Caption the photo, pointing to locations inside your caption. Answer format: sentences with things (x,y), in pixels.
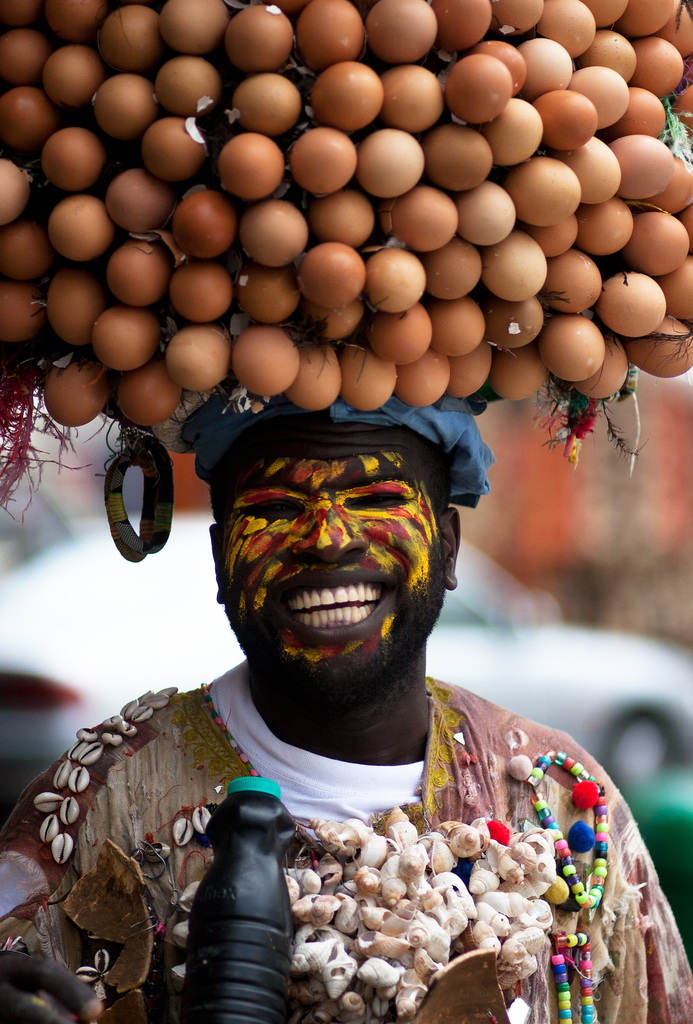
In the middle of the image (348,344) a person (427,535) is standing and holding some products (200,1018) and smiling. Behind him there is a vehicle (684,723).
